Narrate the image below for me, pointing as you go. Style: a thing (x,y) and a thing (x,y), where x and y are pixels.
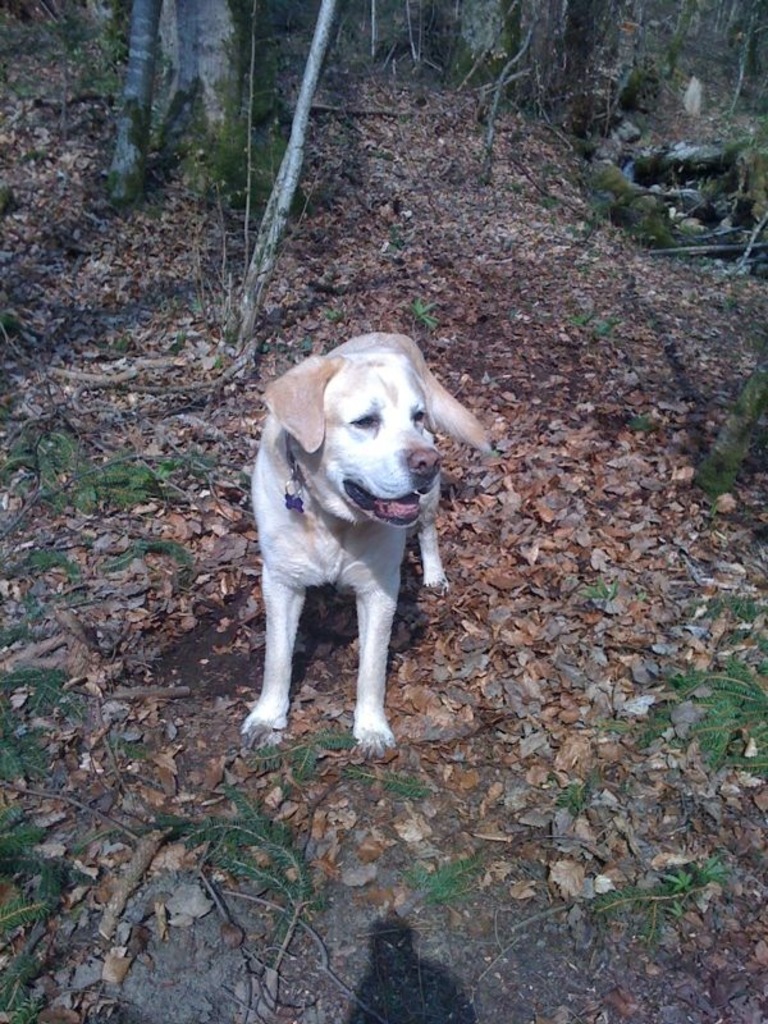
In this image in the center (313,470) there is one dog (277,574), and in a background (136,131) there are some trees (219,112). At the bottom (418,831) there are some dry leaves (616,840) and some plants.
